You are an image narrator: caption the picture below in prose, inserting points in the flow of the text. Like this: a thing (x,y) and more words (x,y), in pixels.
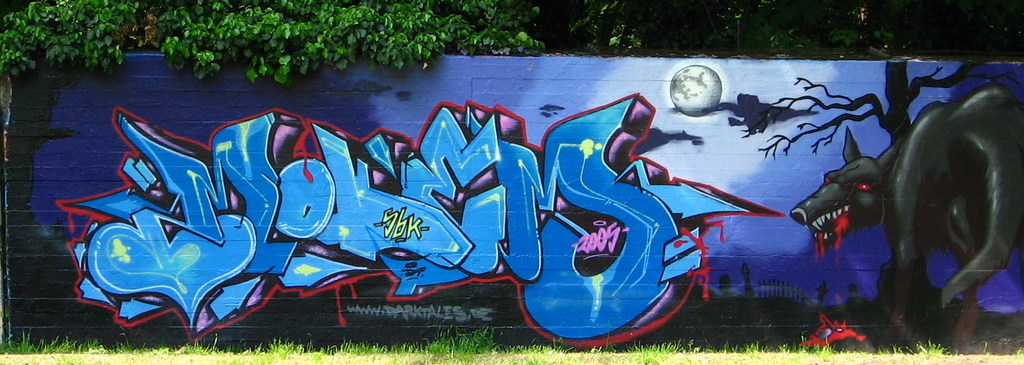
This is an outside view. There is a wall (456,205) on which I can see the paintings (473,231) of an animal (856,196), moon (703,99), a tree (895,85) and some text (318,189). At the bottom of the image (474,357) I can see the grass (441,357) and at the top (315,18) there are some trees (239,30).
